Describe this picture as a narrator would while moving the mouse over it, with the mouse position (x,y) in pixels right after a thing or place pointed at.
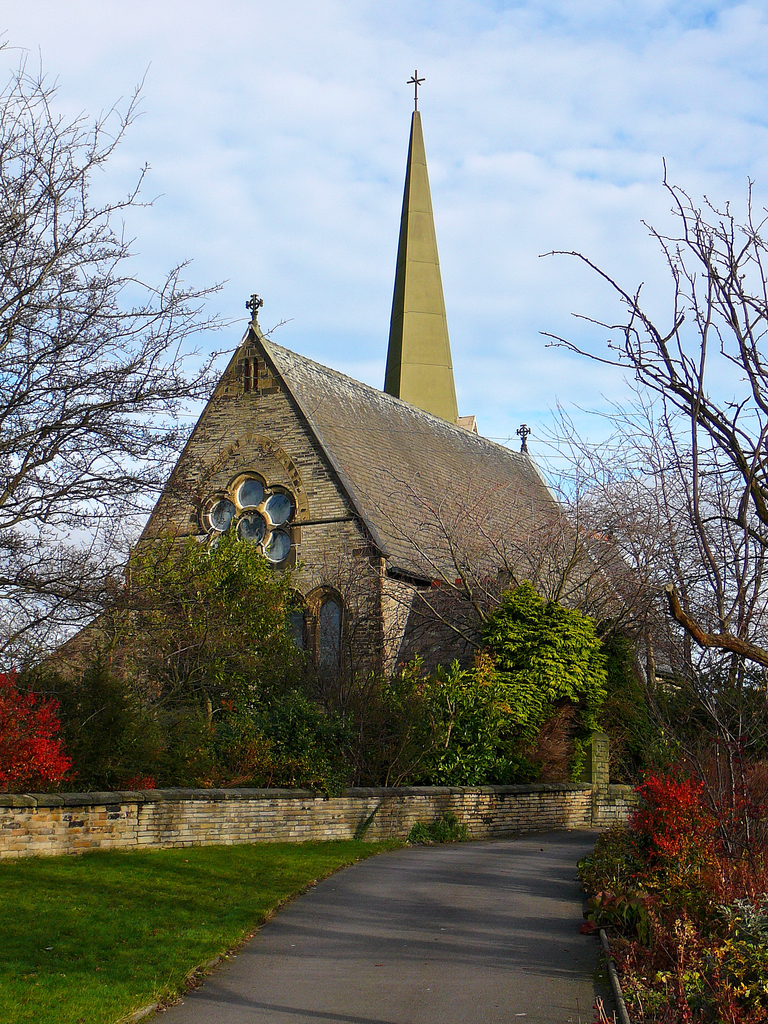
In this image we can see a church (255,301), at the top (245,303) we can see some cross symbols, there are some plants (492,746), trees (532,748), road (412,865), grass (199,891) and the wall (320,792), in the background (482,220) we can see the sky (552,462) with clouds (220,135).
